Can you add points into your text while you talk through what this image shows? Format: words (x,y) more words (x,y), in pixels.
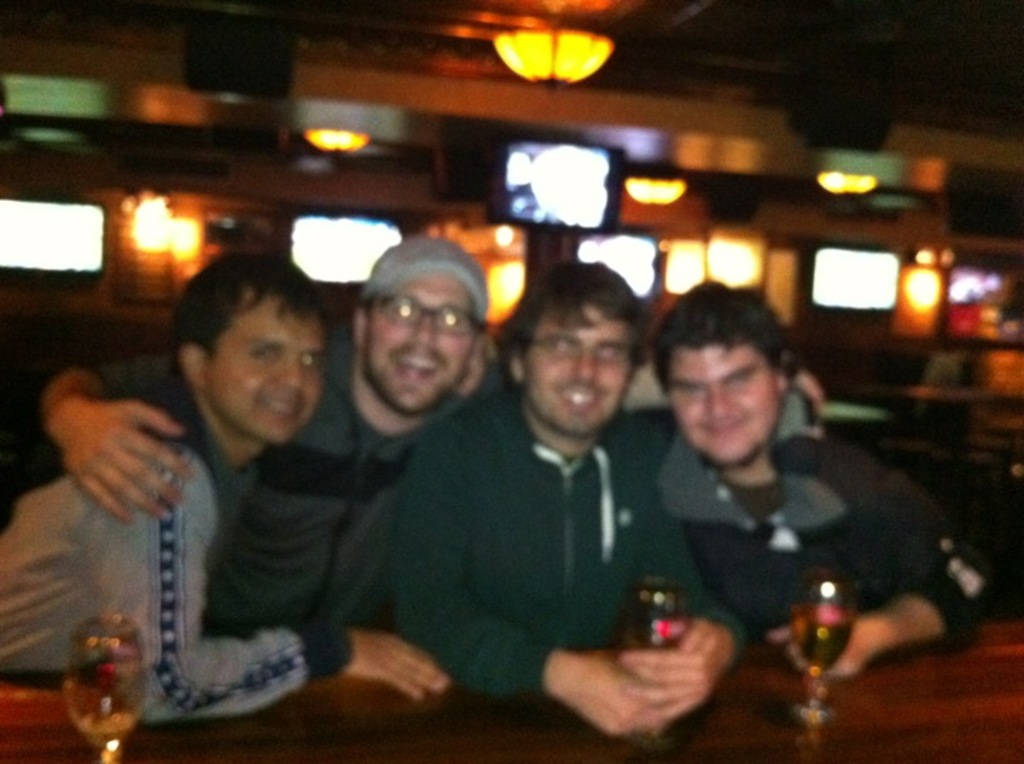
Here we can see a four people (76,538) are having a drink (818,693). In the background (640,232) we can see a television (600,239) and a roof (676,1) with lighting arrangement (585,57).
